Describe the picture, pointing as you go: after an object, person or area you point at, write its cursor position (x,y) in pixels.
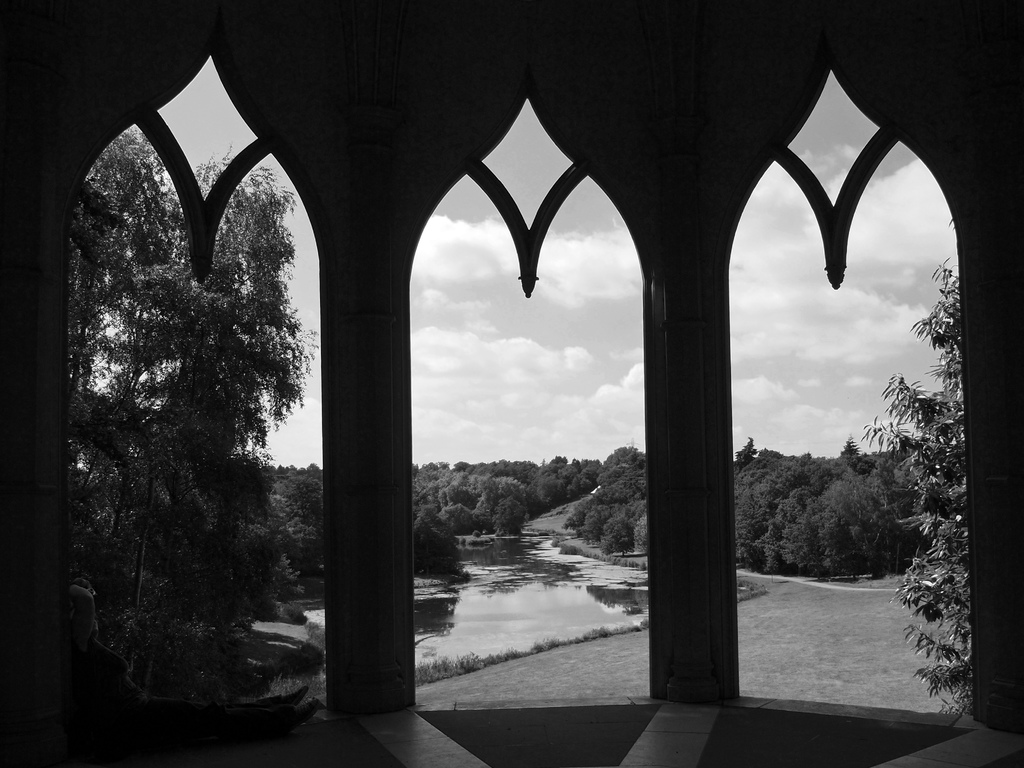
In the image we can see a shed (972,642). Through the shed (62,325) we can see some trees (900,411) and water (555,628) and clouds (914,316) and sky (913,354).
